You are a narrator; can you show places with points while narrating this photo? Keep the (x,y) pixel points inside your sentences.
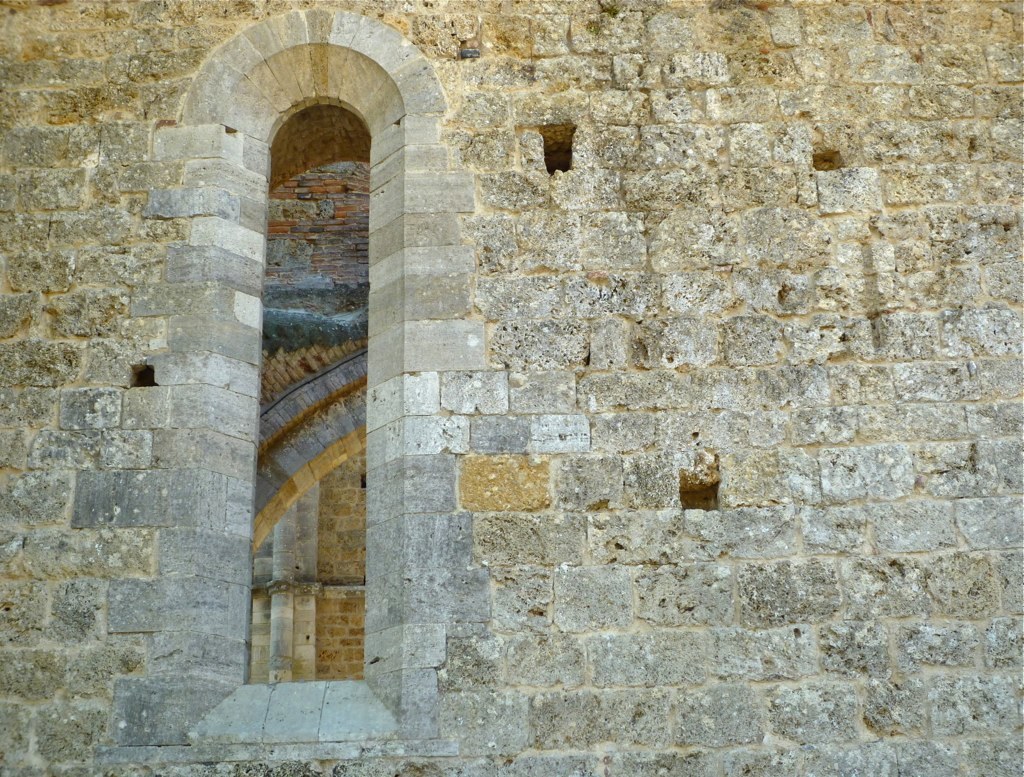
In this picture, there is a stone wall (250,479) with a window (355,590). Through the window (274,518), we can see the pillars (284,525).
